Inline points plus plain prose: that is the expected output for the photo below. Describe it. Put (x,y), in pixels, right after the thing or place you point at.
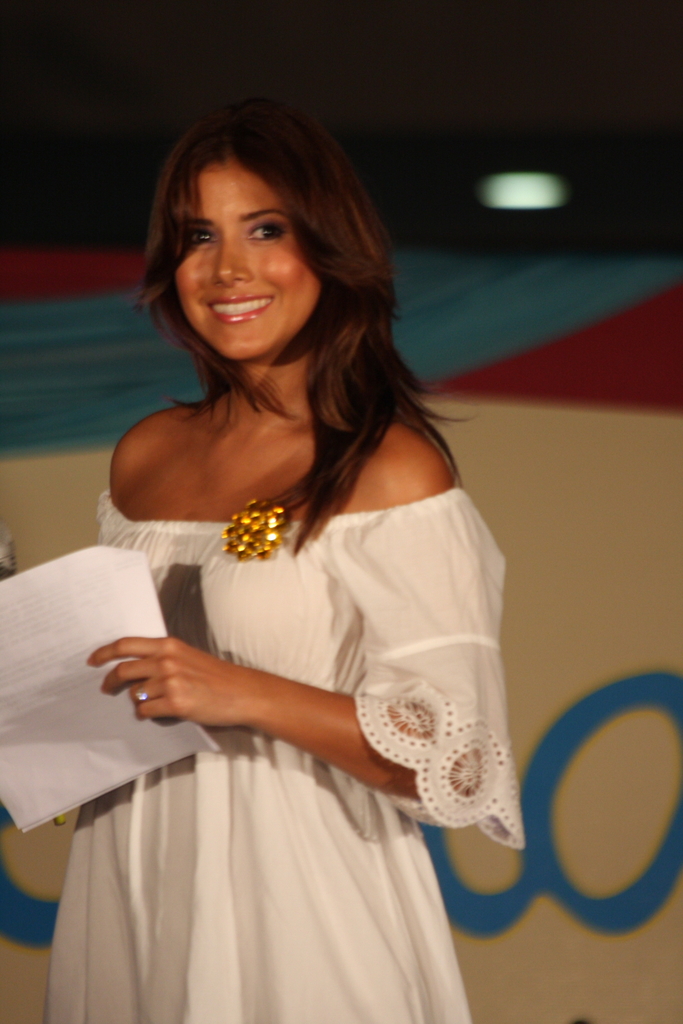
In this picture there is a woman (324,551) with white dress (466,643) is standing and smiling and she is holding the paper (46,804). At the back (36,836) it looks like a board (524,826) and there is text (541,823) on the board (638,668) and there is a light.
